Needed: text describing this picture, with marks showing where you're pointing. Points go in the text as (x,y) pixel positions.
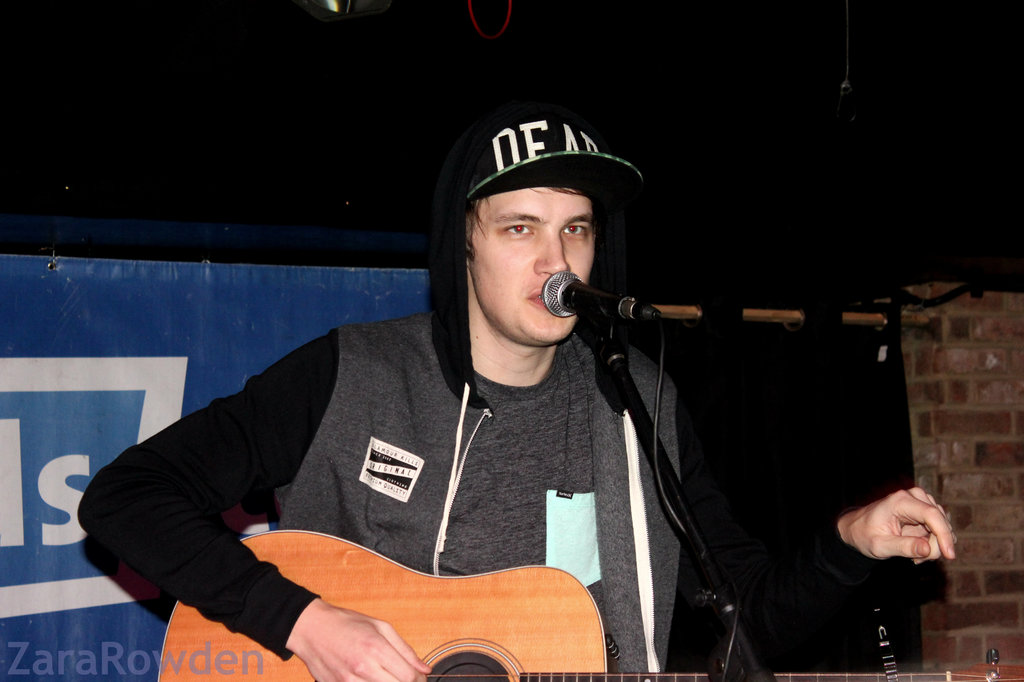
In the picture, a man (452,450) is wearing black hoodie (436,268) he is wearing a guitar (528,600) he is singing a song, he is also wearing a black hat (523,178), in the background (185,320) is a blue banner (199,318), to the right side (762,344) there is a wooden stick (761,311) and black color curtain (806,416) to it, to its right side there is a brick wall (965,471).
